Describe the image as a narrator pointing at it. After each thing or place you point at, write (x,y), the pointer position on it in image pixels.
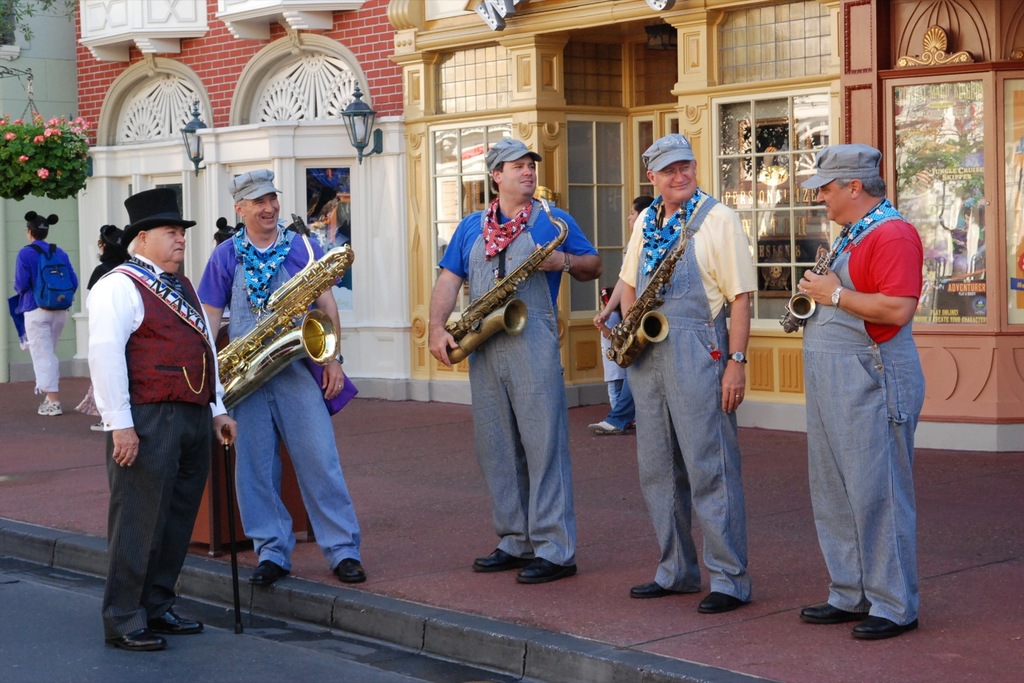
In this image, I can see a group of men (477,421) standing and holding musical instruments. This is the old man (144,533) holding a stick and standing. This looks like a building (881,51) with glass windows (958,91). These are the lamps (356,137) attached to the building wall (386,146). I can see a small plant (70,134) with flowers (63,122). I can see a person (45,352) walking.
